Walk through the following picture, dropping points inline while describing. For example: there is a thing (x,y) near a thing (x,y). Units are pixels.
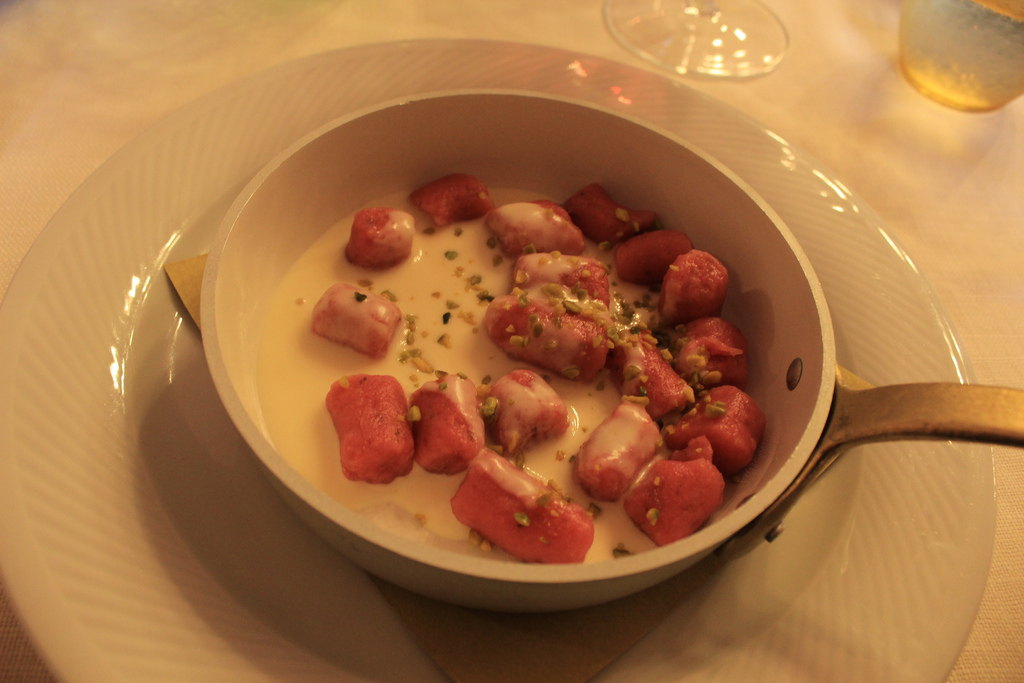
In this picture I can see a food item (457,363) in a small fry pan (681,199) which is on the plate (640,89), and in the background (755,44) there are some objects (740,36) on the table (79,117).
